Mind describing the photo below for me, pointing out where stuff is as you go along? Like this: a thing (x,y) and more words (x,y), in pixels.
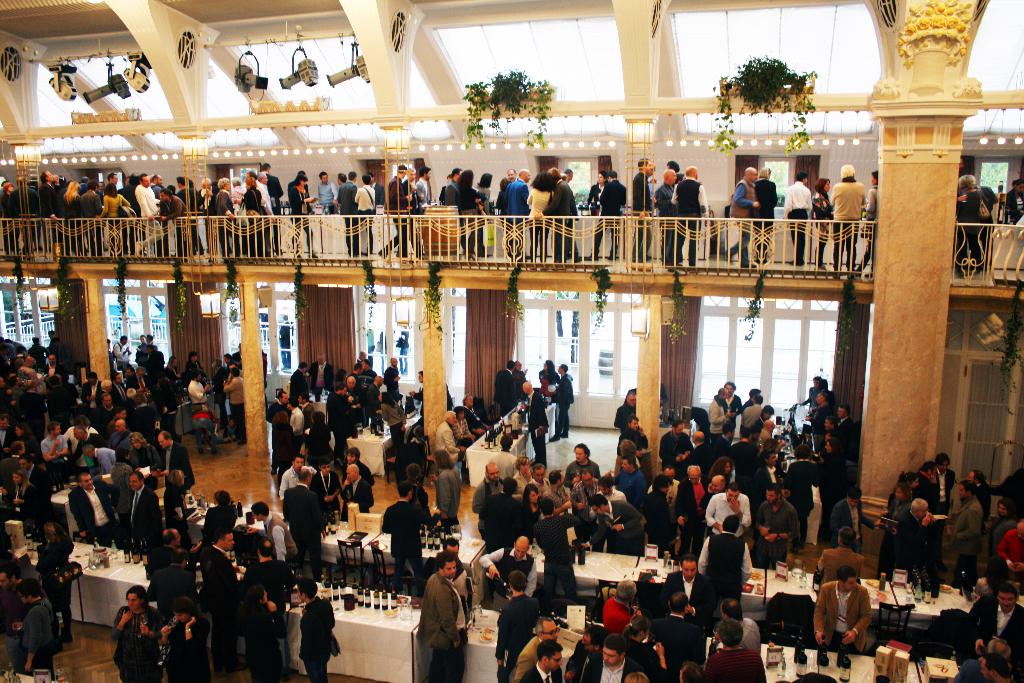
In this picture we can see some people (284,603) are standing on the path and on the path (342,682) there are tables (354,674) and on the tables (814,654) there are bottles (375,595), glasses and some objects (772,654). Behind the people (61,434) there are pillars (652,363) and some decorative plants (547,108). At the top (334,79) there are some objects (311,77).
